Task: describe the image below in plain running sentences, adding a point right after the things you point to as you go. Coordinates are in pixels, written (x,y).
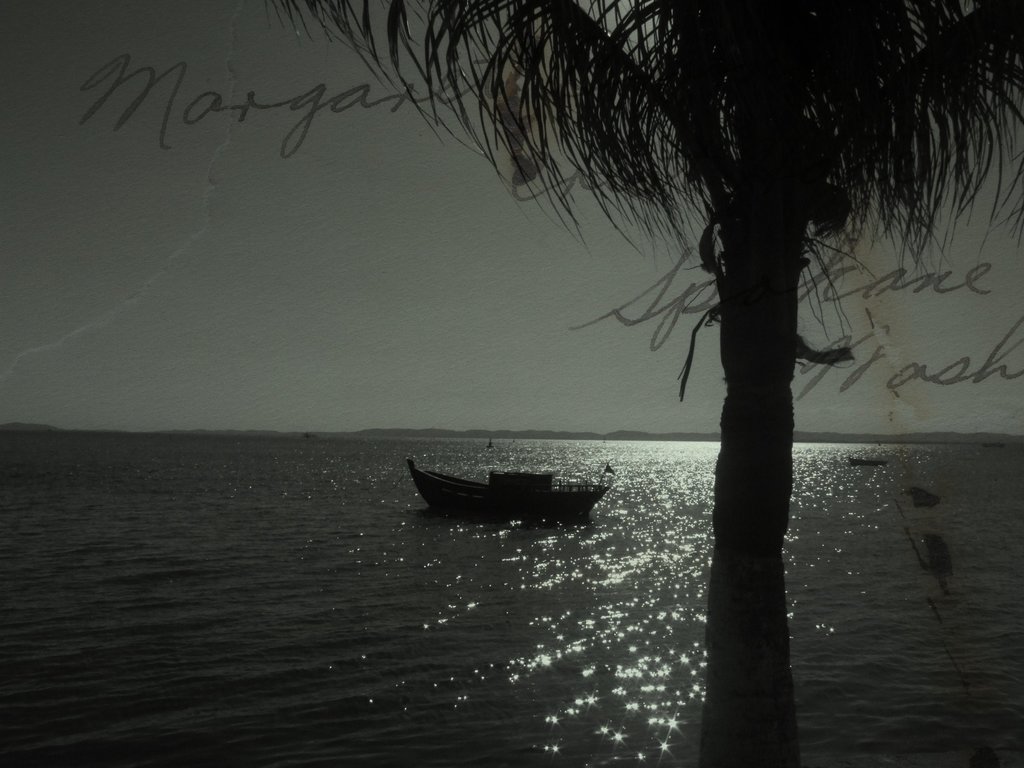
In this image we can see a boat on the ocean (640,525), there is a tree (751,327), also we can see mountains (821,434), and the sky (335,222), and there are text (584,323) on the image.
